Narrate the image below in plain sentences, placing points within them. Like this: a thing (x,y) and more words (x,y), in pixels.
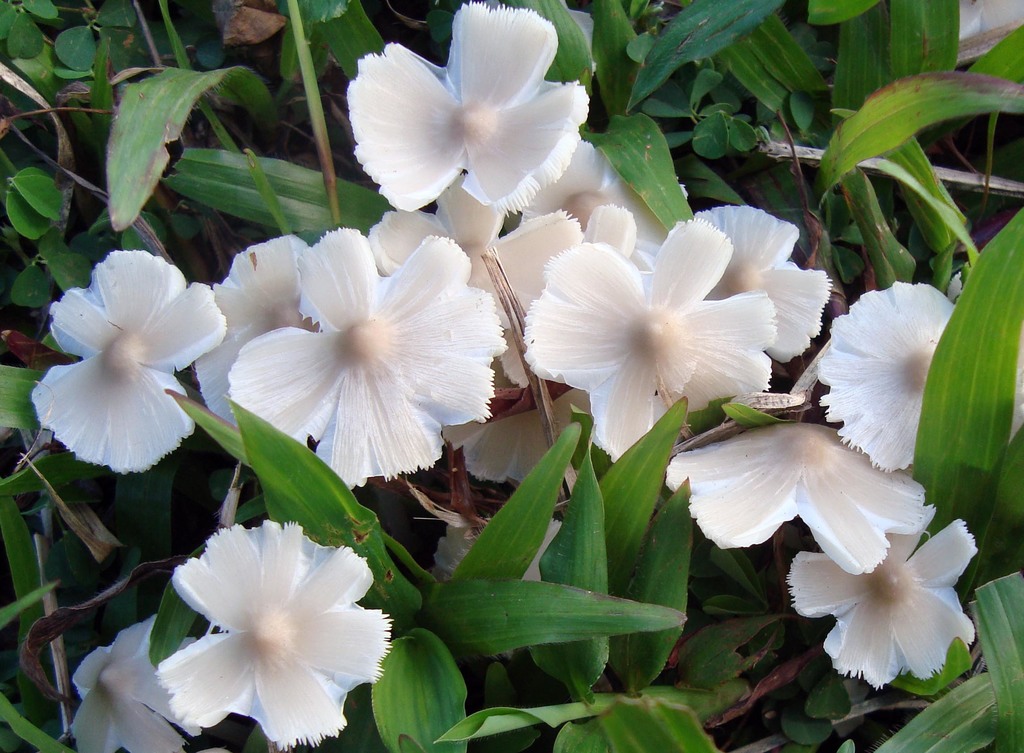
This image consists of mushrooms (258,607) in white color. And we can see plants (463,588) in this image. The leaves (576,627) are in green color.
